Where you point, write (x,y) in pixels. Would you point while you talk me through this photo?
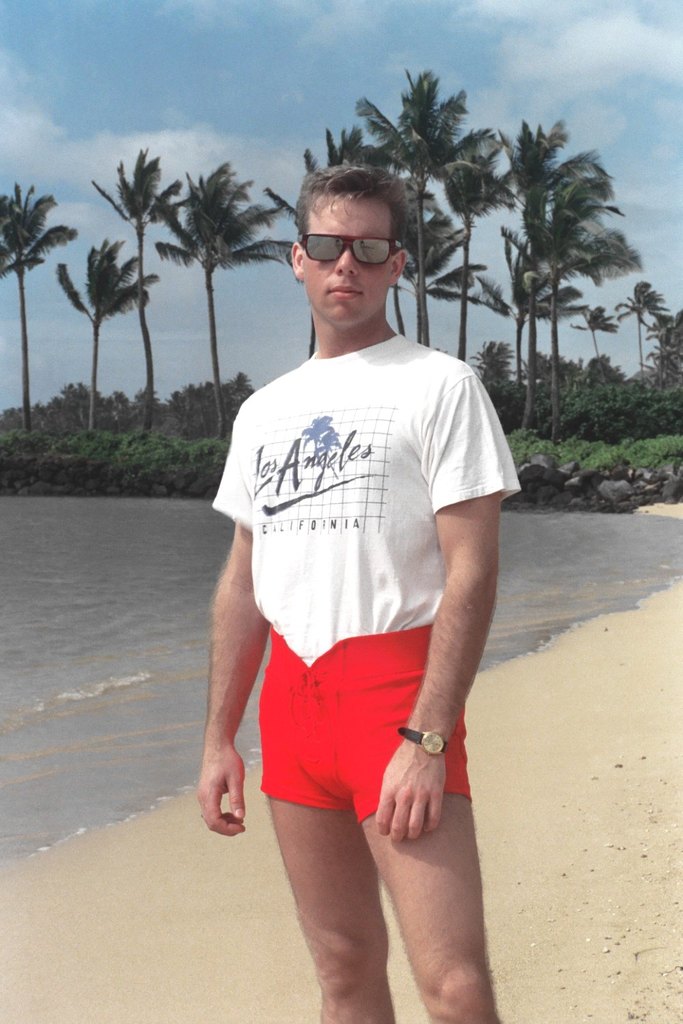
In this picture we can see a man (361,535) wearing a white t-shirt (380,495) and red shorts (394,739), standing in the front (394,739) and giving a pose to the camera. Behind there is a beach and sea water (170,542). In the background (171,394) we can see some coconut trees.
